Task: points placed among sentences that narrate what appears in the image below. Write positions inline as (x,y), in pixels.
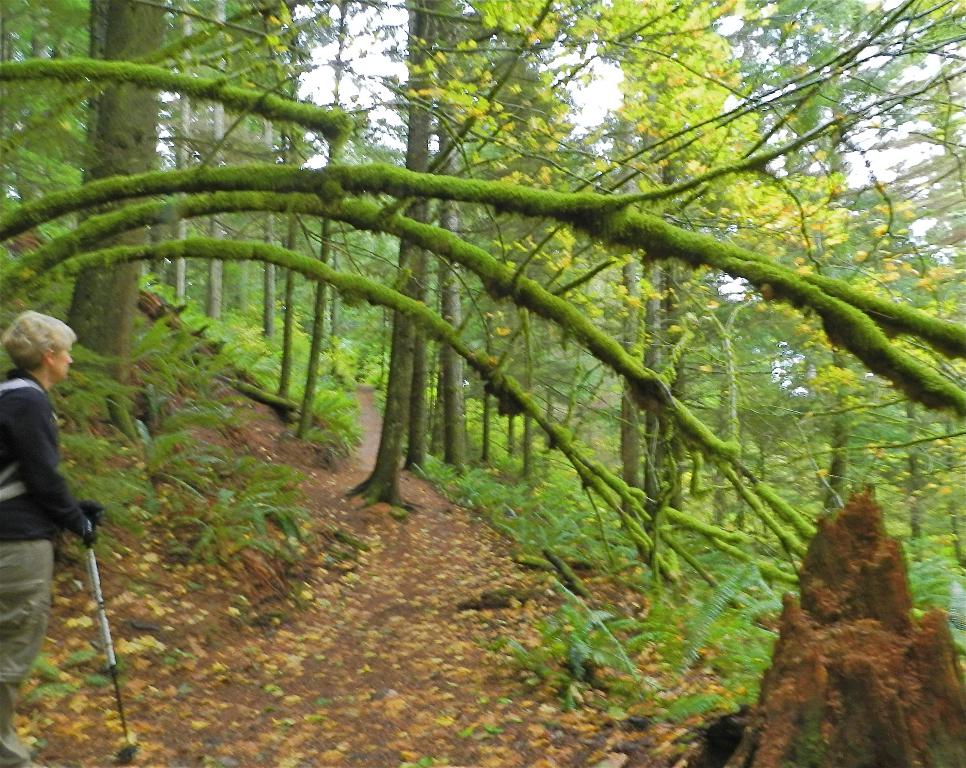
On the left side of the image (39,398) there is a person (48,440) holding the stick (90,549). At the bottom of the image (376,609) there are leaves (370,586) on the surface (353,551). There are plants (96,497), trees (28,258). At the top of the image (591,49) there is sky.
